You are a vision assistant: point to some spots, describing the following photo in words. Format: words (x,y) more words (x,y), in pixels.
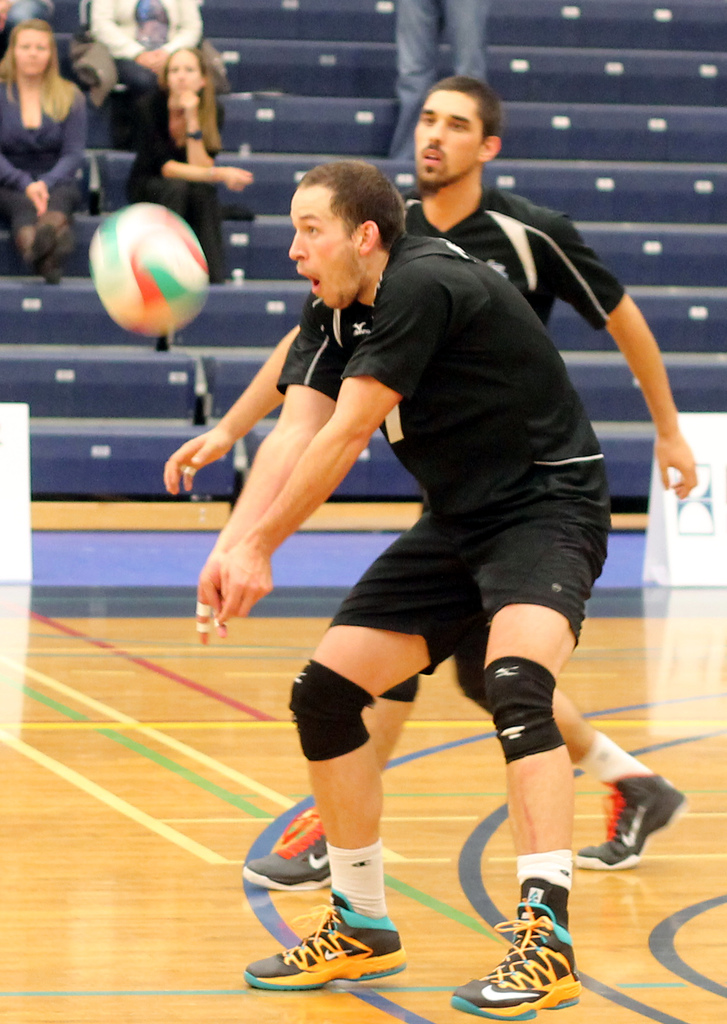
In this image I can see two persons (643,376) playing game and they are wearing black color dresses (459,301). Background (272,8) I can see few persons (32,3) sitting and I can also see few stairs (582,56). In front (199,299) I can see the ball (175,222) in white, red and green color.
